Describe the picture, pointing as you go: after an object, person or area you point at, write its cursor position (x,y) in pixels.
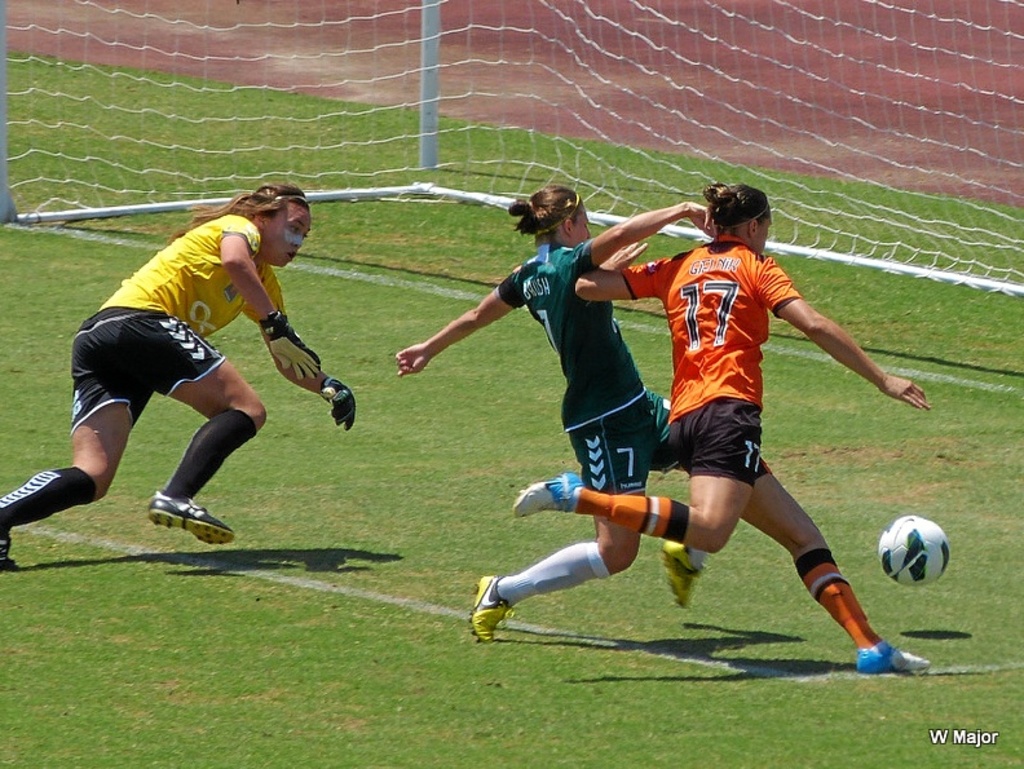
In this picture we can see three women (681,284) running on the ground (90,311), ball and in the background (415,227) we can see net (425,136), grass (194,132).
